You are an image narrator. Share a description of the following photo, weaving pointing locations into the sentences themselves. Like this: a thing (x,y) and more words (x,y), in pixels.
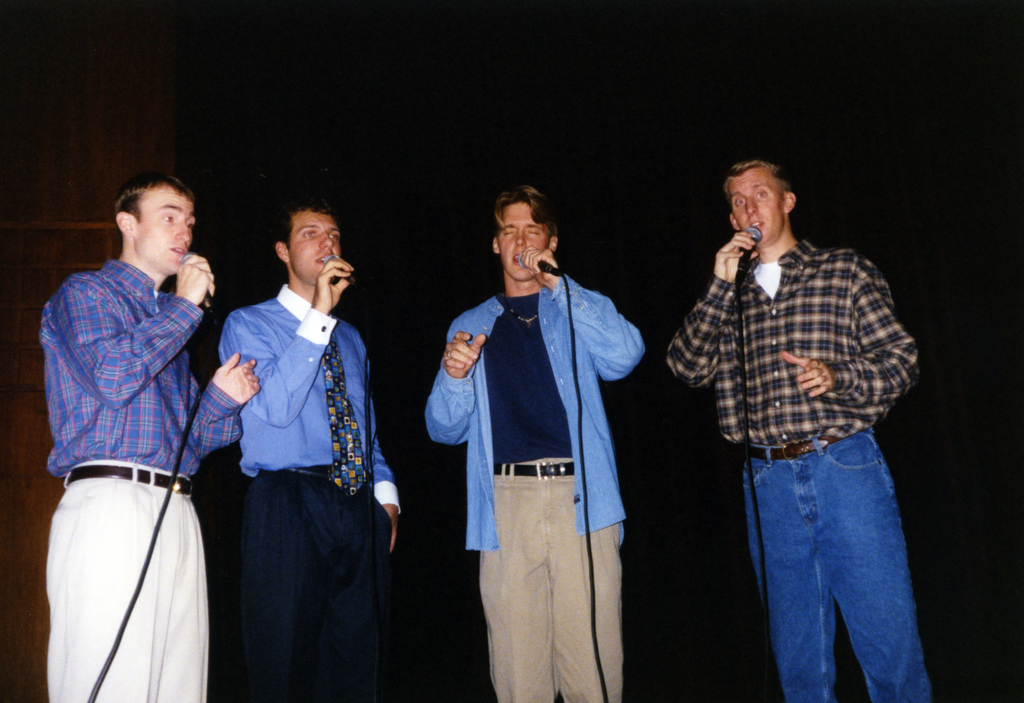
In this image we can see people (576,457) holding mikes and we can also see the dark background (738,58).
